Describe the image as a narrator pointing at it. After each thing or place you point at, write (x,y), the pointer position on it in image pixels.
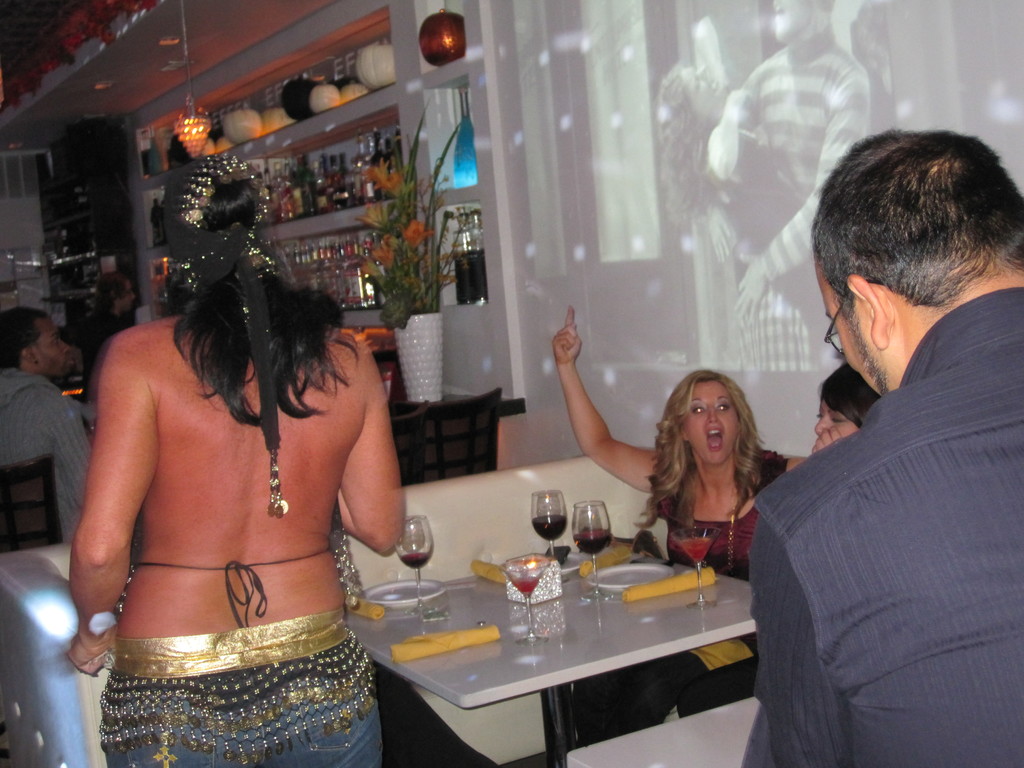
There is a person (247,193) standing and few people (713,529) are sitting in front of them there is a table (517,671) and some wine glasses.
